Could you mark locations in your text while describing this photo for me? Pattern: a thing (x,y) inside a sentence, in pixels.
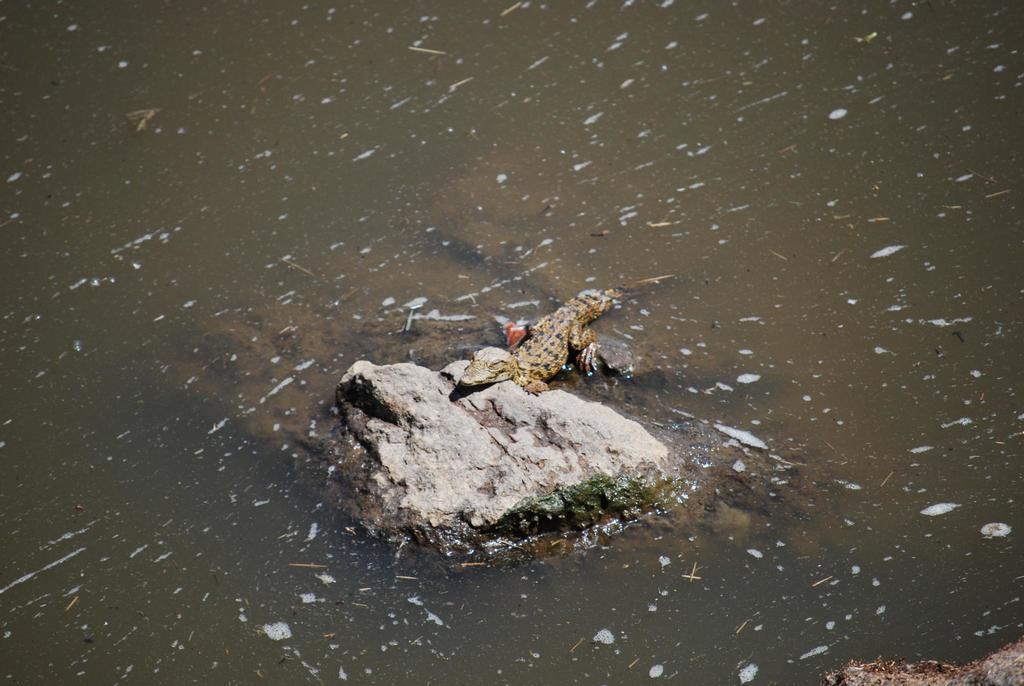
In this image I can see a crocodile (553,358) on the stone (505,409). We can see water (535,320). Crocodile (544,369) is in brown color.
